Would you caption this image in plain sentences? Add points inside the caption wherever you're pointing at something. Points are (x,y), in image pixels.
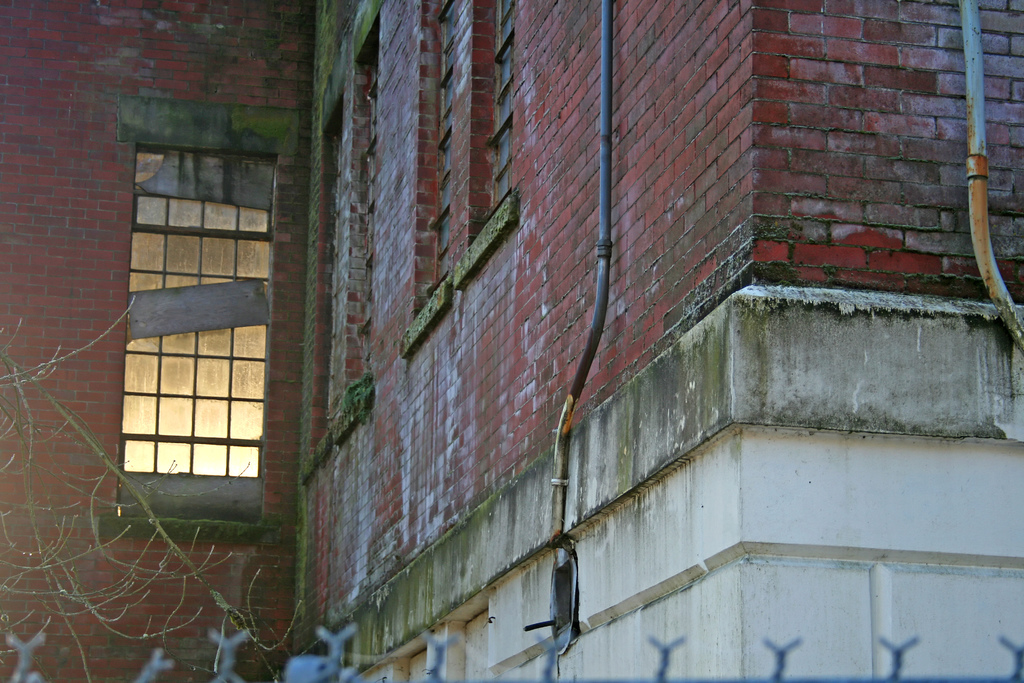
We can see building (535,374), pipes (583,378), windows (203,451) and branches (57,359).
